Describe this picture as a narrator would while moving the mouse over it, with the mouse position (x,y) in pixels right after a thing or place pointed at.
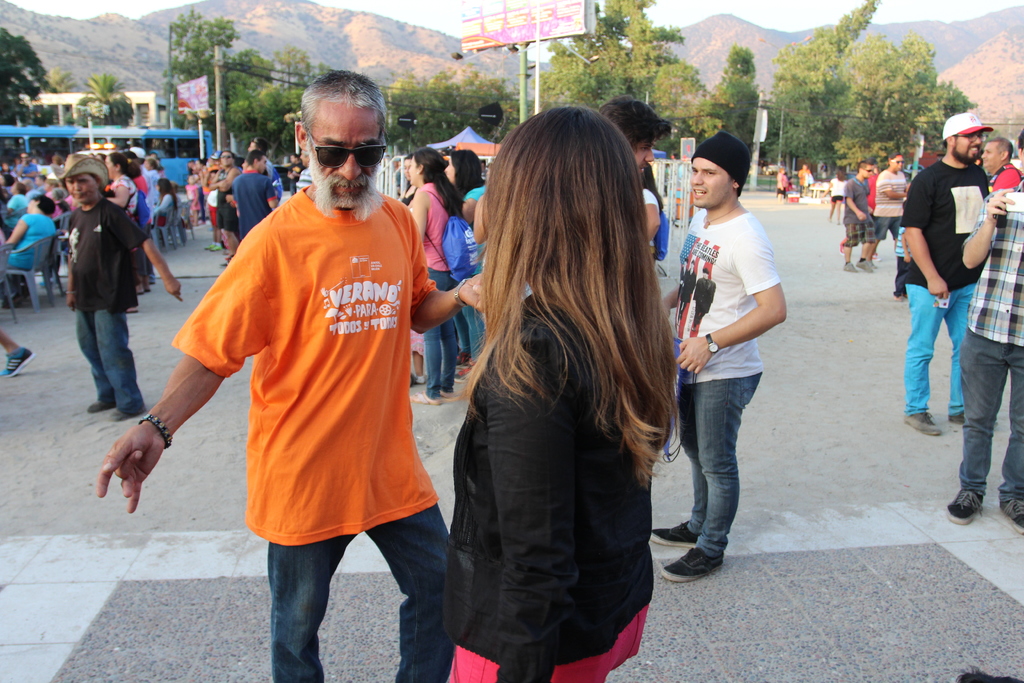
There is a crowd (415,259). Some people (374,244) are wearing goggles (359,160), caps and bags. Some people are sitting on chairs (182,220). In the background (286,95) there are trees (793,92), hills (341,62) and sky (703,2). Also there are poles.
